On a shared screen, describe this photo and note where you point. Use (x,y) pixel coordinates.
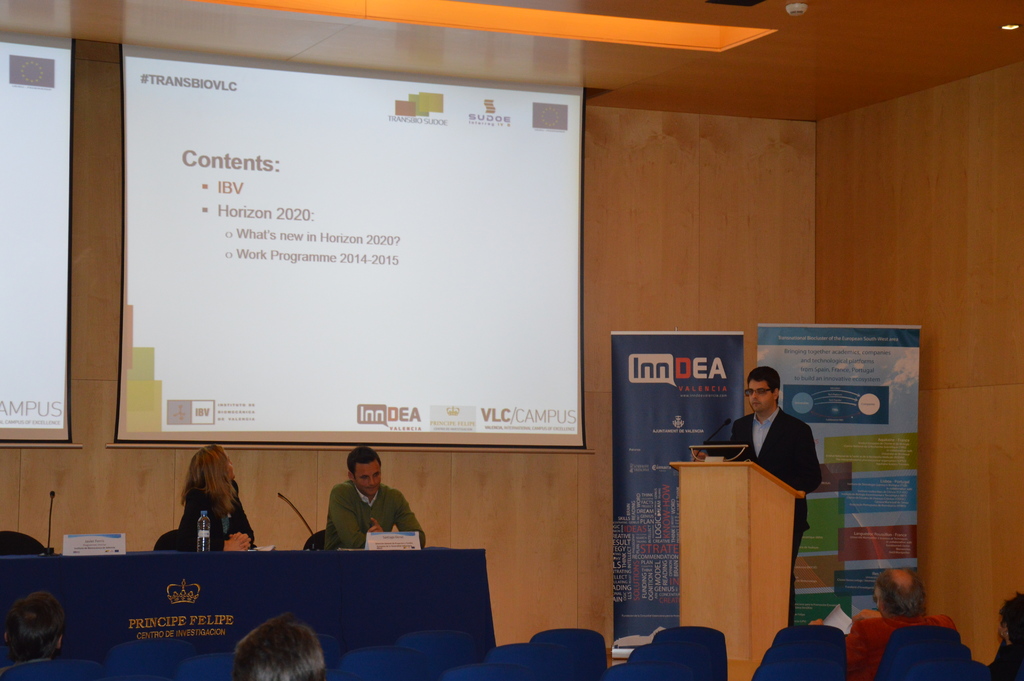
In this picture we can see some people (50,608) are sitting on chairs (228,668) and a man (747,417) is standing behind the podium (694,512) and on the podium (718,464) there is a microphone (719,432). In front of the people (391,526) there is a table (265,578), covered with a cloth (195,574) and on the table (166,556) there are name boards (104,540), bottle (204,524) and microphones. Behind the people (395,509) there are projector screens (298,271), banners (667,359) and a wooden wall (666,228). At the top (1000,30) there is a ceiling light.
